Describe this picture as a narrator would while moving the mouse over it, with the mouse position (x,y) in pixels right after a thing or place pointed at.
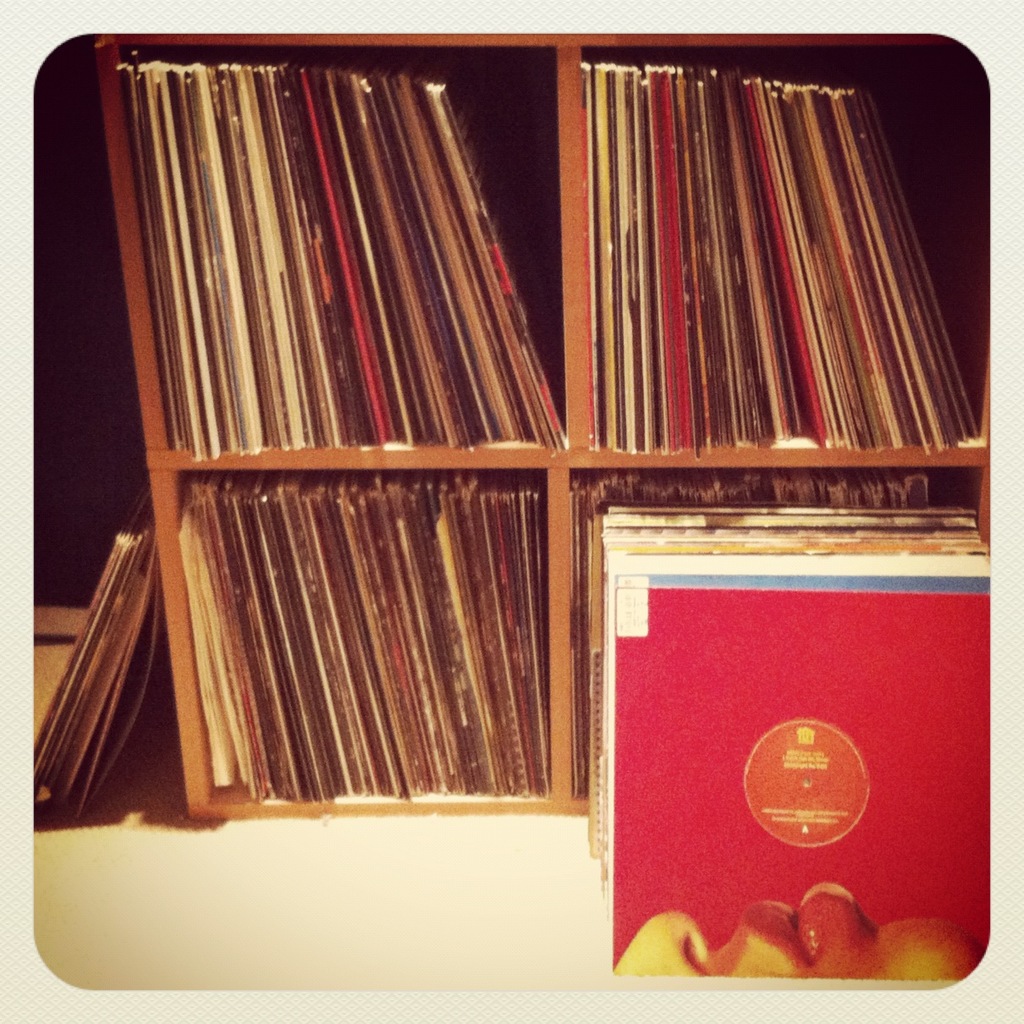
In the image there are many records (418,249) kept in the shelves (565,126).
